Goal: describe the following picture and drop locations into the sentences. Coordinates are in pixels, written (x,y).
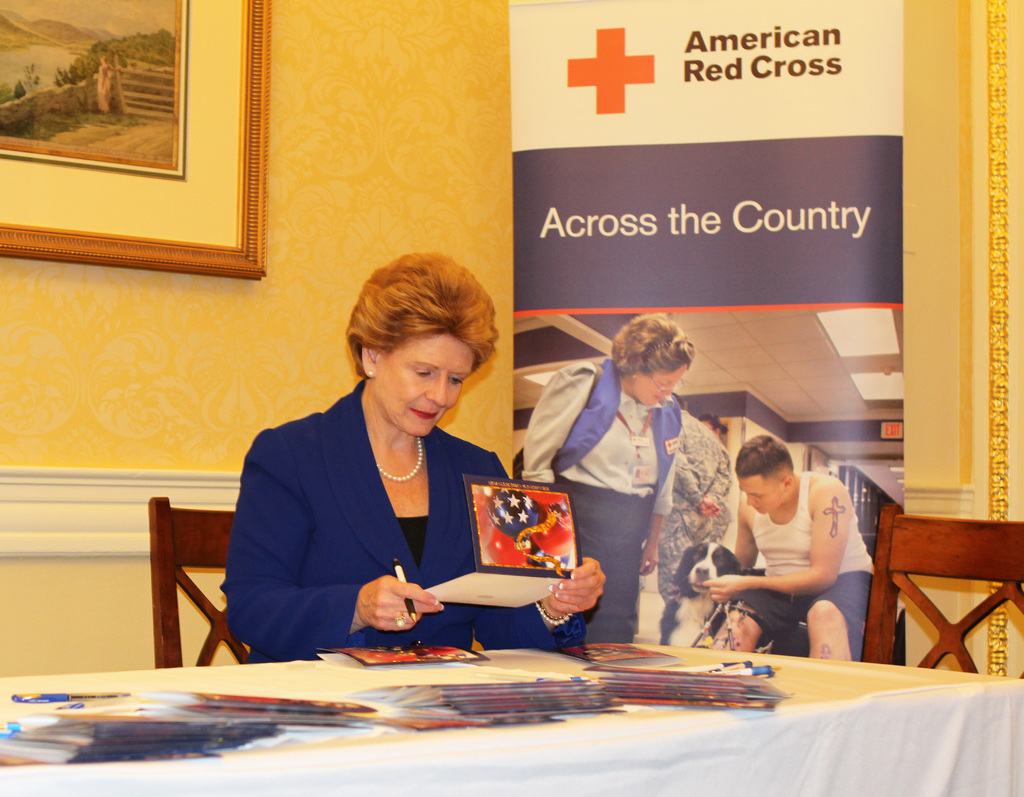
In this image we can see a woman (422,454) sitting in front of a table (218,677) wearing blue coat (353,568) and holding pen (401,593) and book (516,563) in her hand (566,582). On the table (322,668) we can see group of pens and books (714,703). In the background (685,73) we can see chair (983,580), poster (648,88) and photo frame (130,103) on the wall (464,149).
